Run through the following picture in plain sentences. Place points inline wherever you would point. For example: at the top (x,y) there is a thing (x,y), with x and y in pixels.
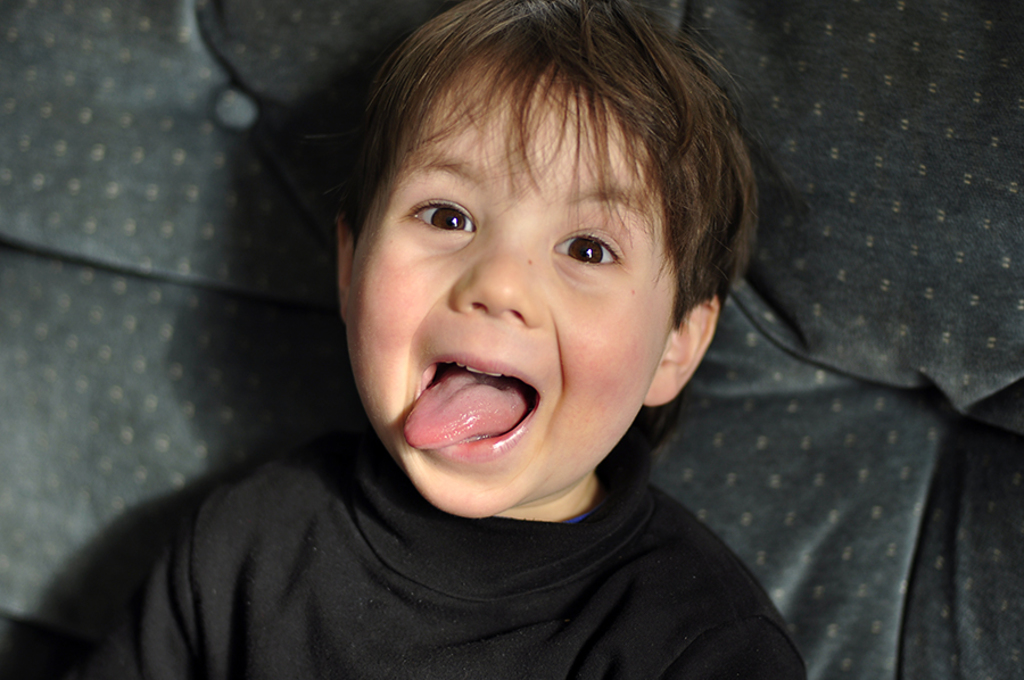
In this picture we can see a boy (362,394), and he wore a black color t-shirt (381,520).
